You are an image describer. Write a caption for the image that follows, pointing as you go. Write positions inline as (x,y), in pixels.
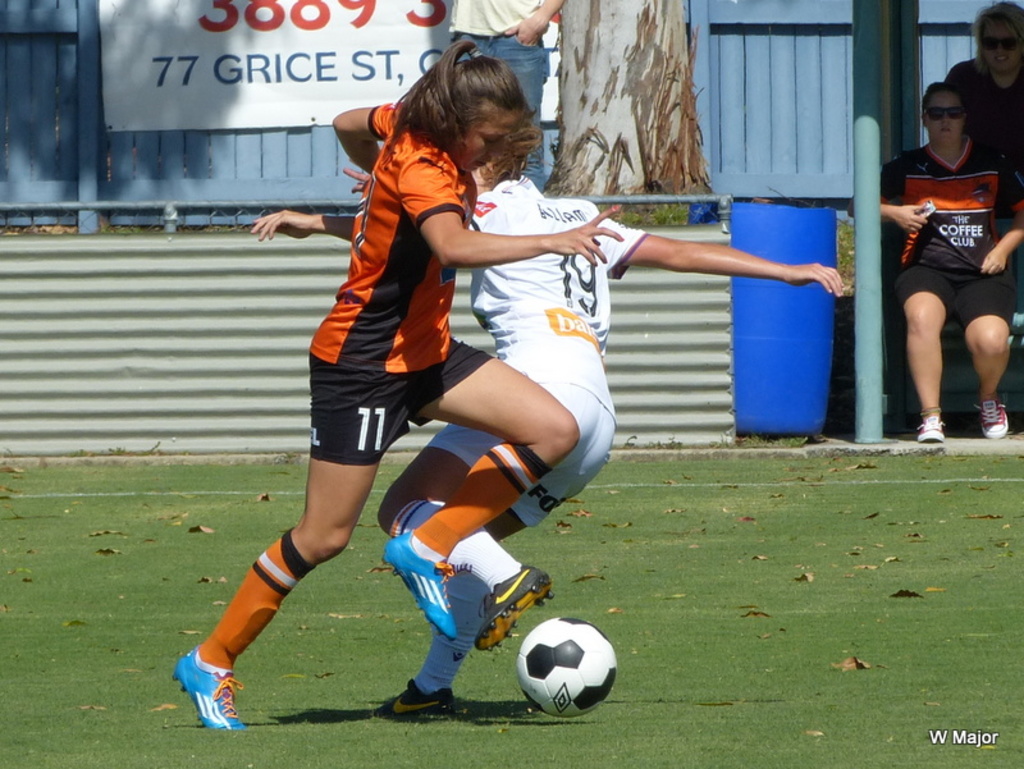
Here in a ground (289,733) we can see two persons (494,586) playing a football (567,619). On the background (611,59) we can see branch (639,84), hoarding (377,76), roof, blue colour drum (742,310) and two persons (921,243) sitting.
